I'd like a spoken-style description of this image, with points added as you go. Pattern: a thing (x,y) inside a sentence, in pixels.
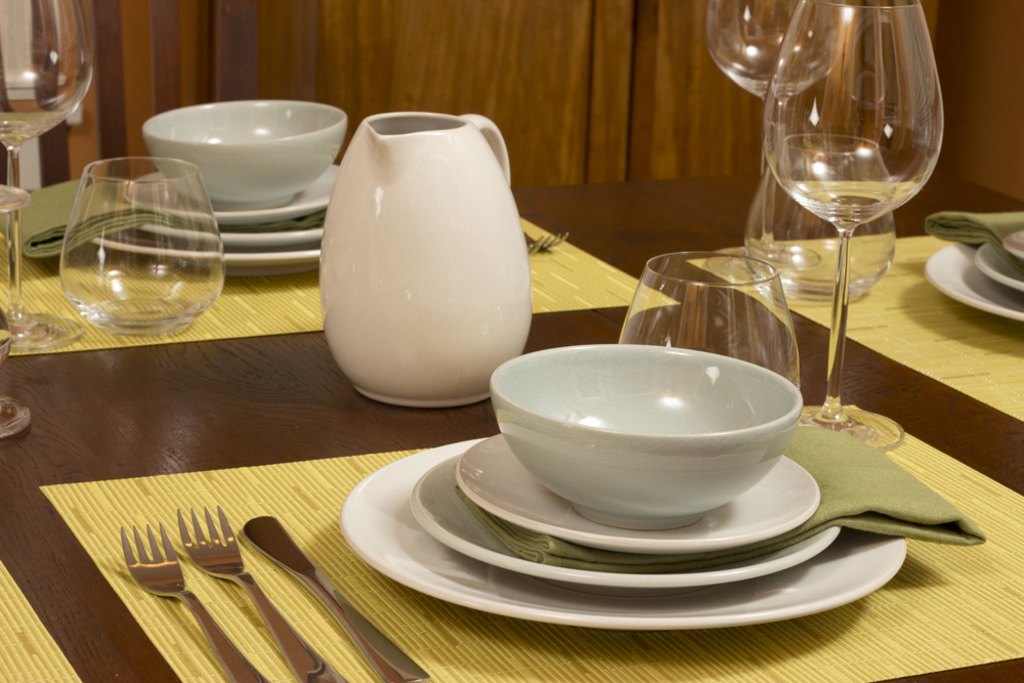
In this picture we can see several empty glasses (800,226), plates (294,206), bowl (235,179) and cloth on the dining table (114,624), In front (145,585) side we can see two forks (231,573) and one knife (400,653) and behind a wooden panel (628,74).
